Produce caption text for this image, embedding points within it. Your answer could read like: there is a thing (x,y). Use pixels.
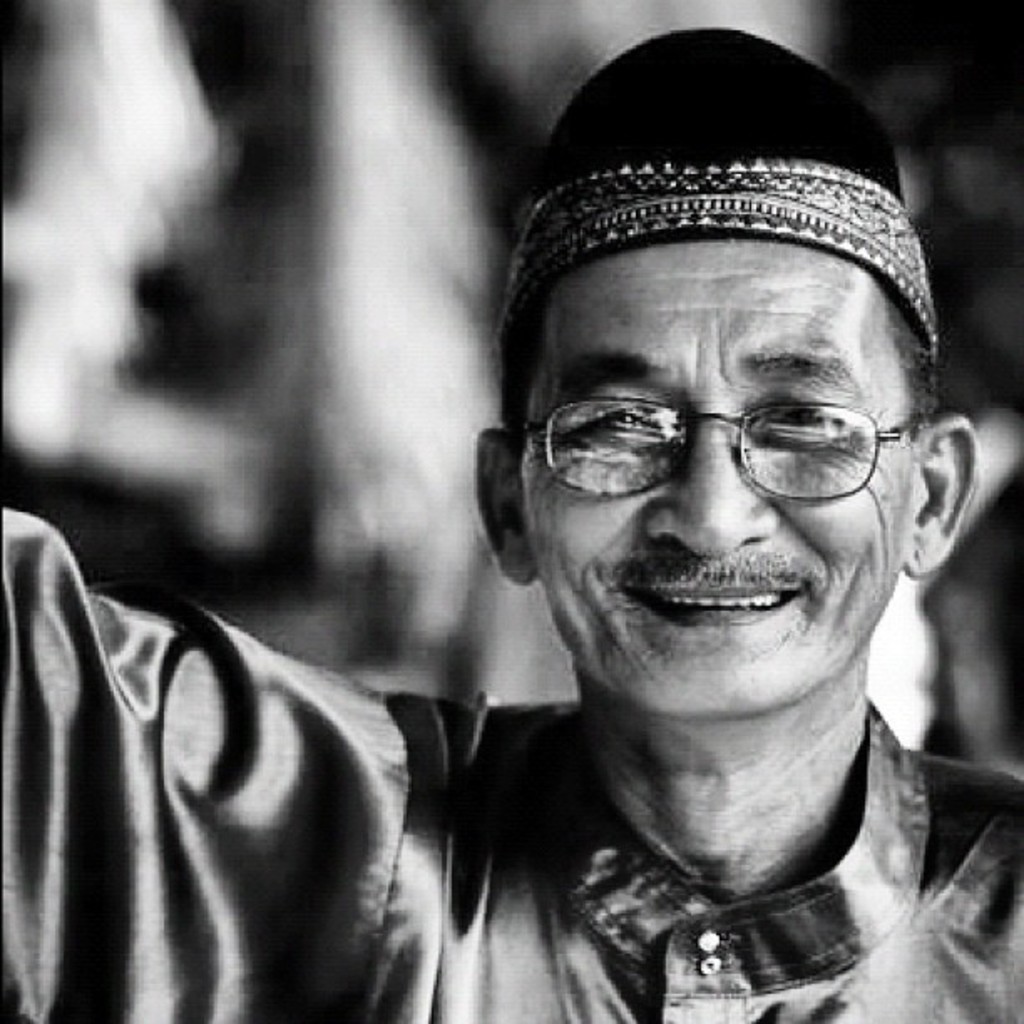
In this picture there is a man (844,957) on the right side of the image (818,532), he is wearing spectacles (829,408) and a cap (847,253).
